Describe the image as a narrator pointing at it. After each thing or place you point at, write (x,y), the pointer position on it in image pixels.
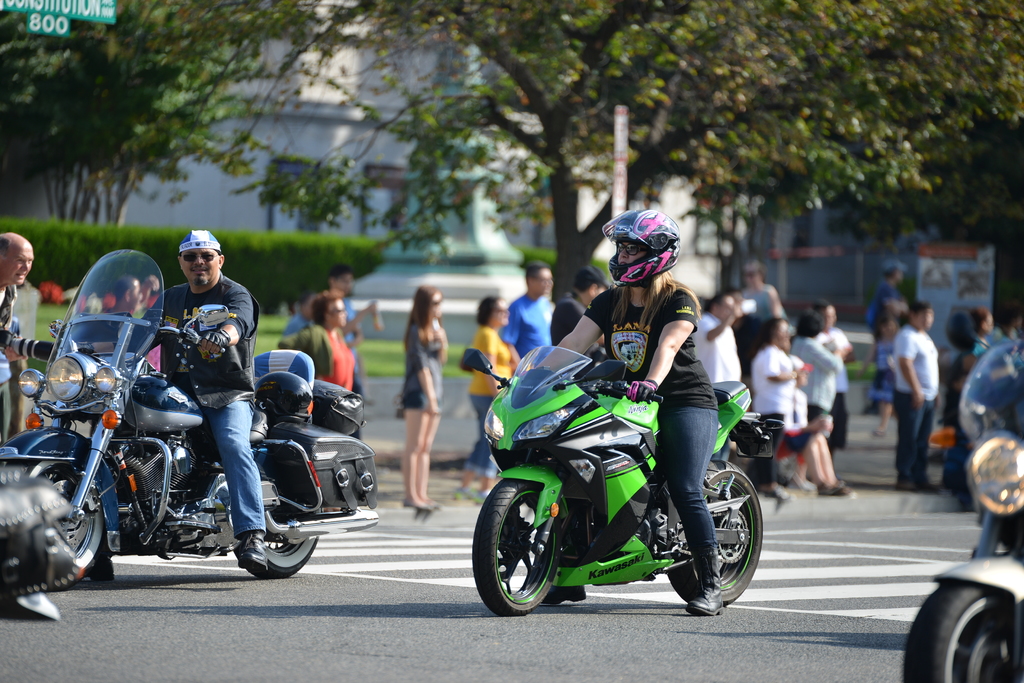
In the image we can see there are people (192,299) who are sitting on the bike (644,504) which is on the road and at the back (310,327) there are people (505,338) who are standing and there are lot of trees (7,33) in the area (366,105).
